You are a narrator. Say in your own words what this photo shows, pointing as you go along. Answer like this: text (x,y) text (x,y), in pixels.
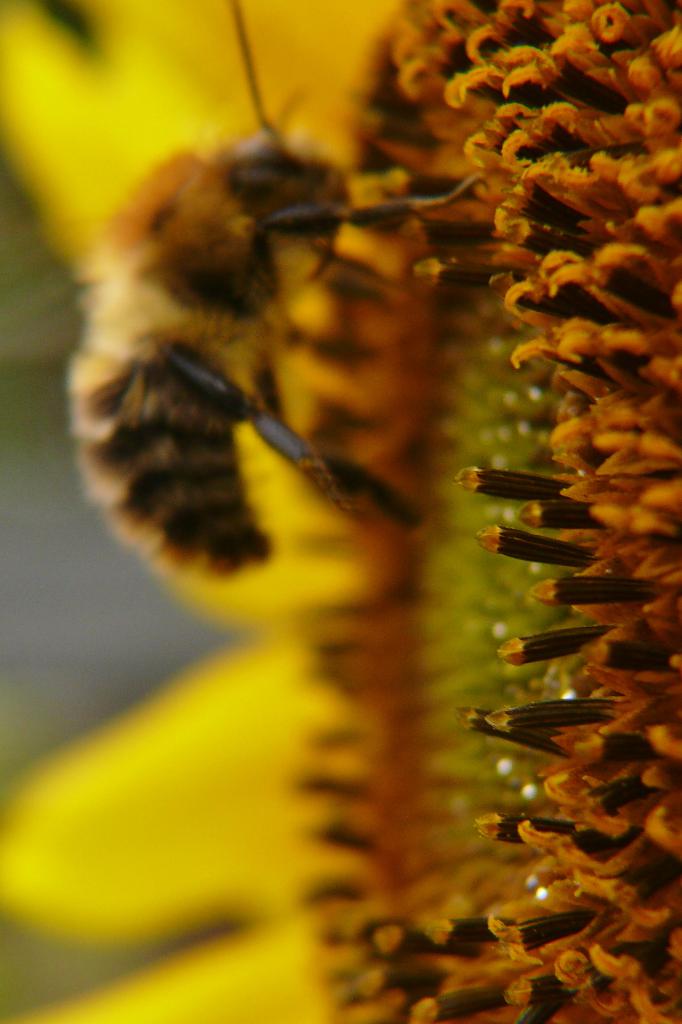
In this image in the center (268,507) there is one flower (279,645) on the flower (165,798) there is one bee (201,426).
